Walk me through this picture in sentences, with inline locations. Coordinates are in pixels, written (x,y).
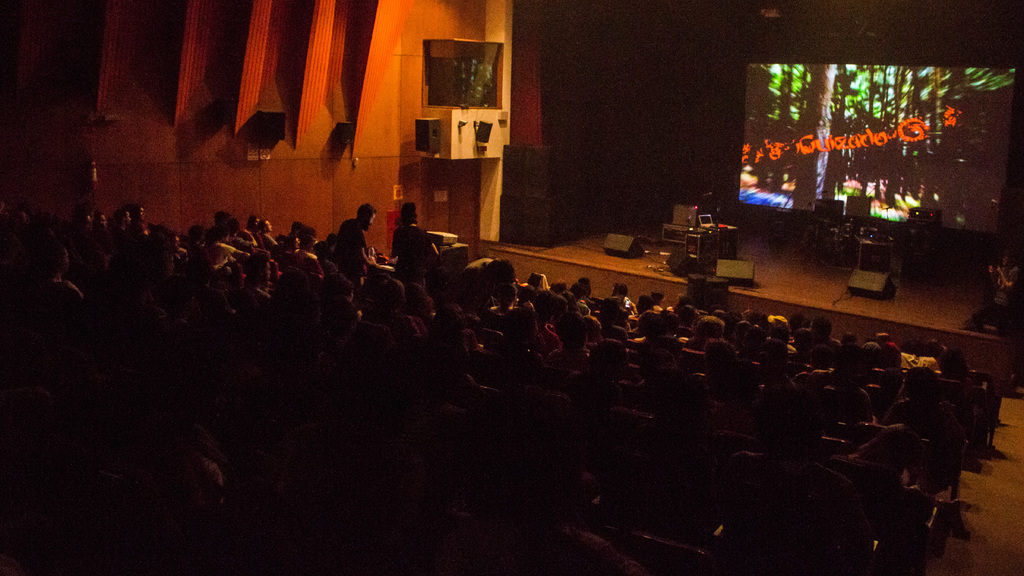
At the bottom of the picture (579,437), we see the people (573,314) are sitting on the chairs (514,455). In the middle (407,233), we see a man (415,245) is standing. In front of him, we see a table (452,255) on which the projector (448,240) is placed. We see the electronic devices (709,248) are placed on the stage (845,272). On the right side (1003,310), we see a man (990,305) is sitting. In the background (911,116), we see the projector screen (881,156) which is displaying the image (867,154) of the trees (827,137). On the left side (211,91), we see a brown wall (312,141). In the background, it is black in color. This picture is clicked in the dark. This picture might be clicked in the concert hall (434,376).
